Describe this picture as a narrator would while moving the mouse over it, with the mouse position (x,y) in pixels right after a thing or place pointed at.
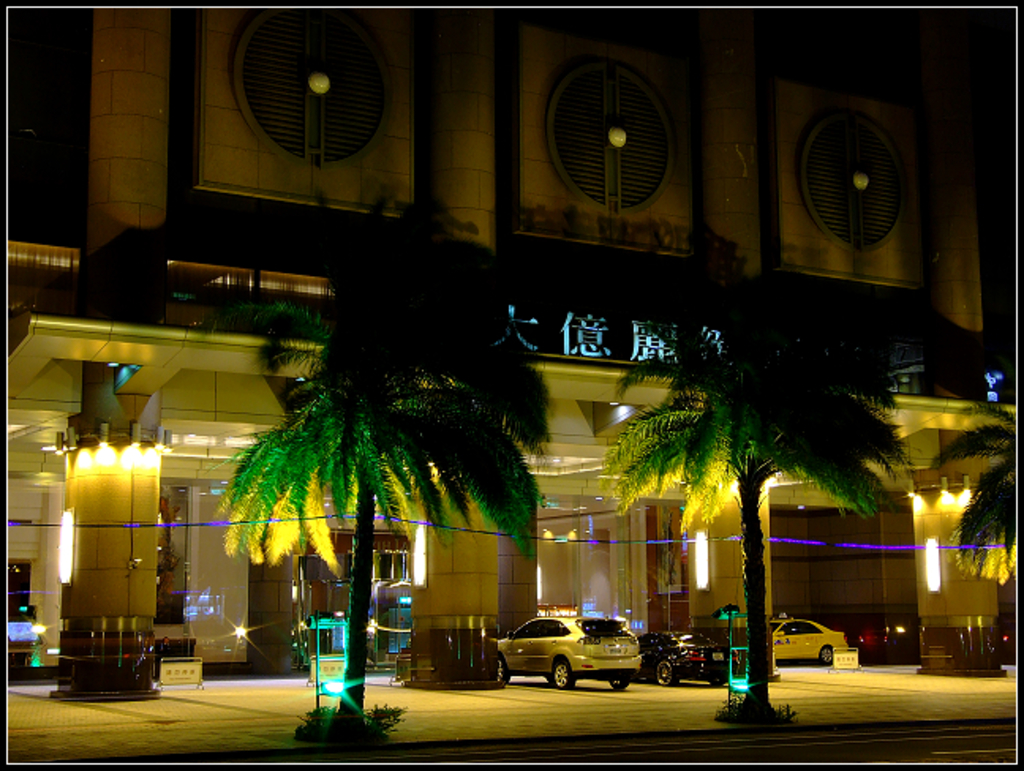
In the picture I can see vehicles (683,636), trees (528,514), lights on the ceiling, LED board (529,348), a building (665,573), pillars (106,588) and some other objects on the ground (519,700).
